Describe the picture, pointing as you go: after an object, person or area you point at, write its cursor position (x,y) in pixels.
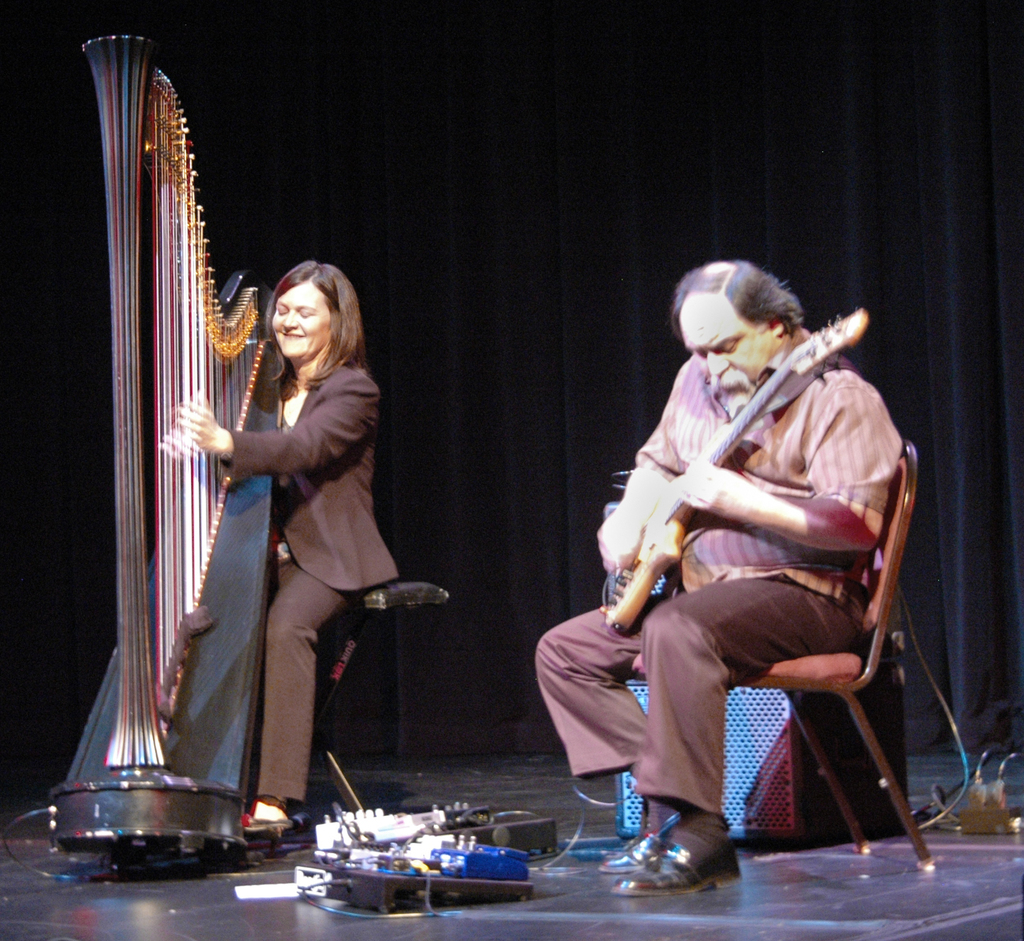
In this image I can see there are two people (356,420) sitting on the dais (515,903) and they are playing musical instruments (264,334) and in the backdrop (297,177) there is a black curtain (635,169).
